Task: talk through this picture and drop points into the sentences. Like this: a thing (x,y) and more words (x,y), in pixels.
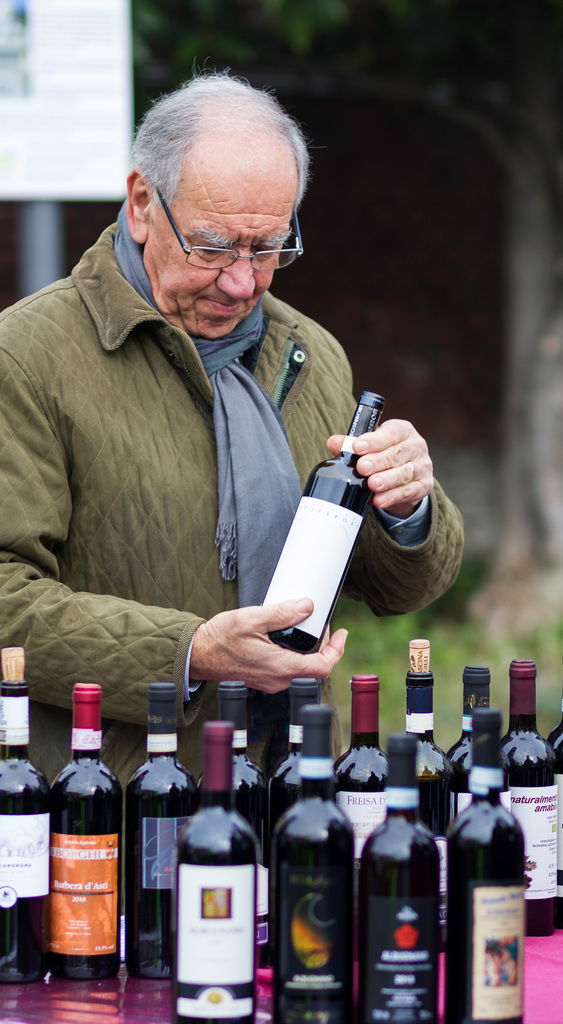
In the given picture we can see a man (233,422) holding a wine bottle (316,505) in front of him we can see few more bottles (296,860) in the background (18,91) we can find some hoardings (54,186) grass (352,652) and a tree (508,110).
